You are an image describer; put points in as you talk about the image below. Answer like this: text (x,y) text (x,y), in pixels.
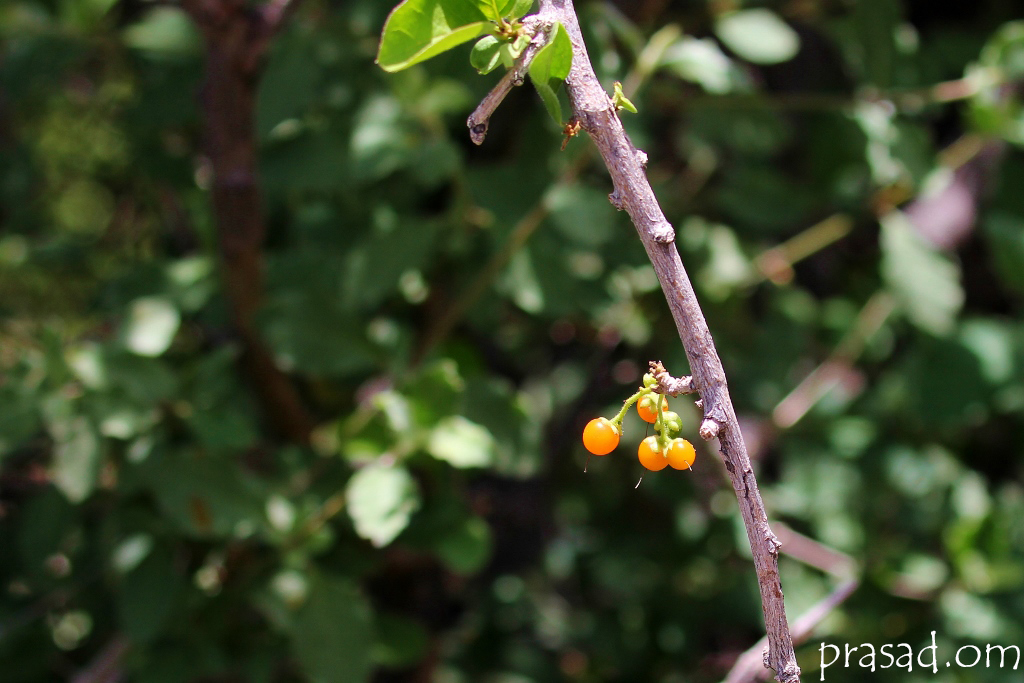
This image is taken outdoors. In the background (648,152) there are a few plants (394,387) with green leaves (312,237). On the right side of the image (705,382) there is a plant (692,373) with stem (688,314), leaves (481,24) and fruits (647,410).
